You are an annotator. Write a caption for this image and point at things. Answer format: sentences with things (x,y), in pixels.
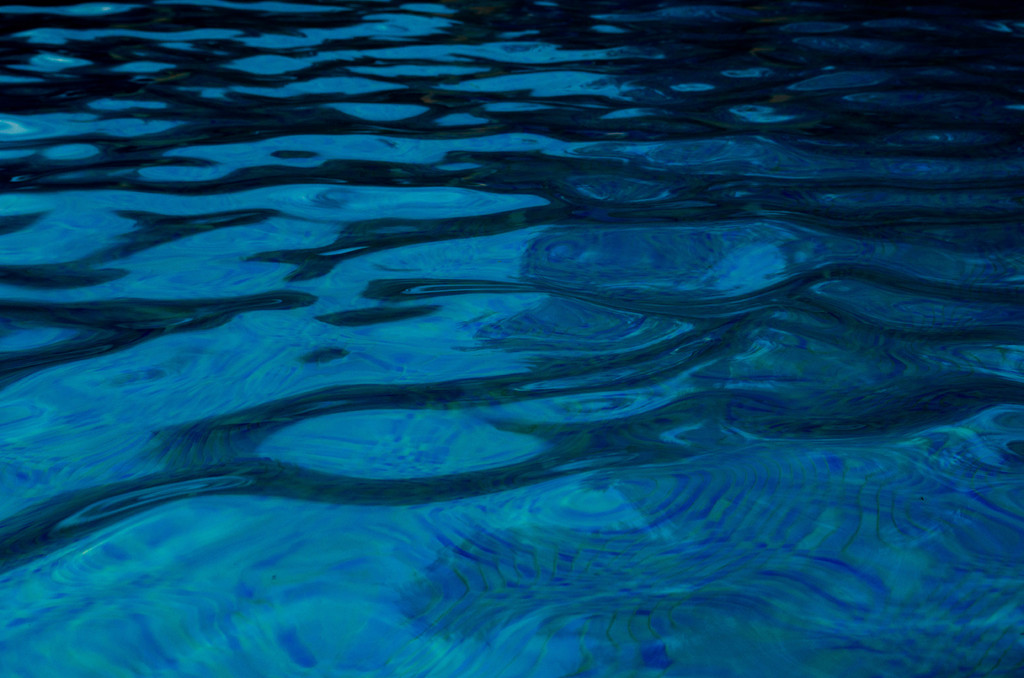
In this image we can see the water (504,324), and most part of it seems blue in color.
